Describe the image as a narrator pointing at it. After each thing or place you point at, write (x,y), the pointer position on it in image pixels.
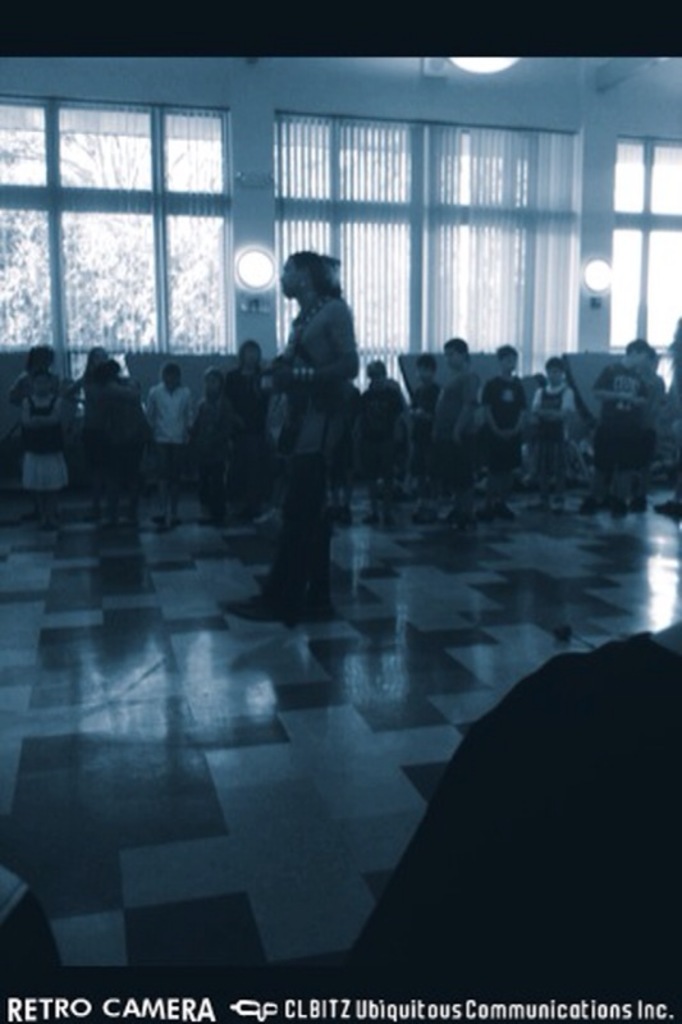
As we can see in the image there are white and black color tiles (212,756), few people (282,405) here and there, window (115,202), curtains (459,237) and lights (258,263). Outside the window (172,277) there are trees (172,277).
